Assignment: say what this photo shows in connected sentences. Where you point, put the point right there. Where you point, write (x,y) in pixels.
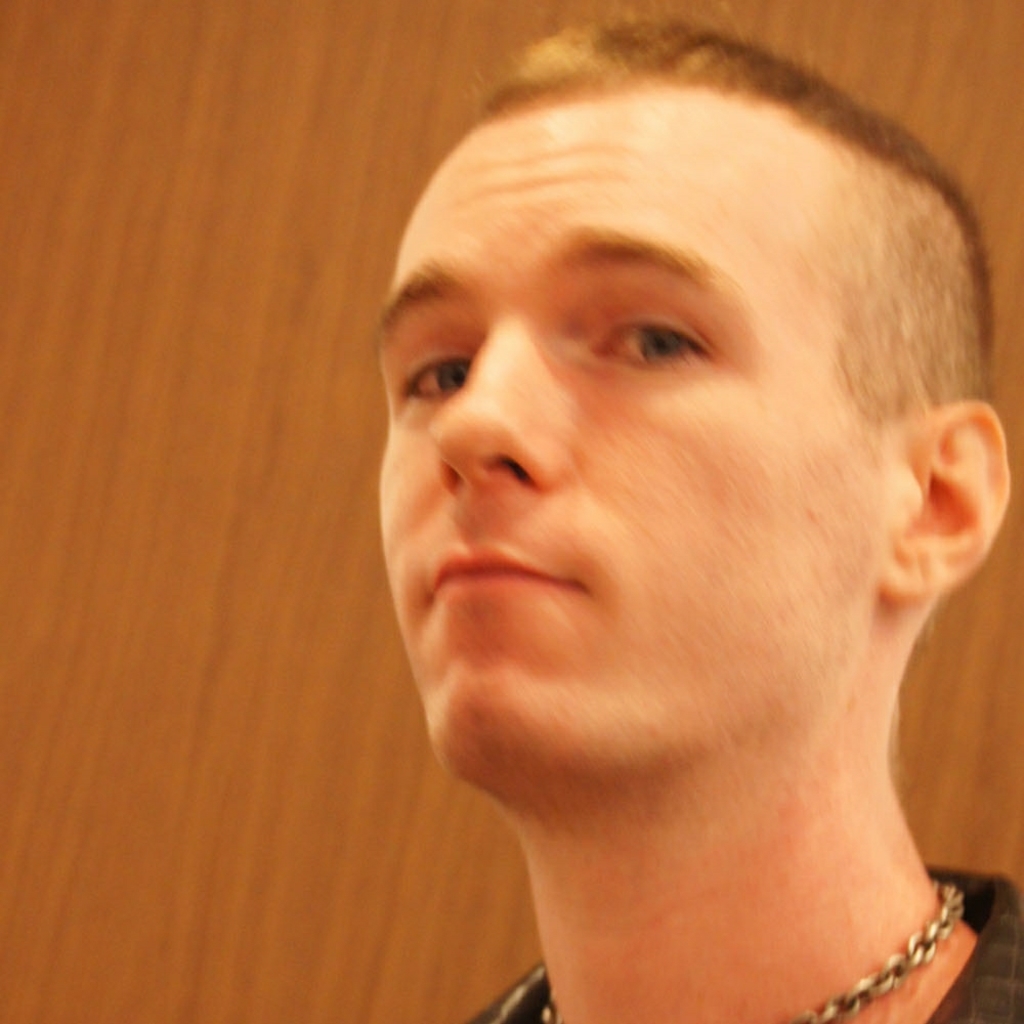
In the picture I can see the face (720,529) of a person (736,616) and there is a chain (904,968) around his neck (865,960).
